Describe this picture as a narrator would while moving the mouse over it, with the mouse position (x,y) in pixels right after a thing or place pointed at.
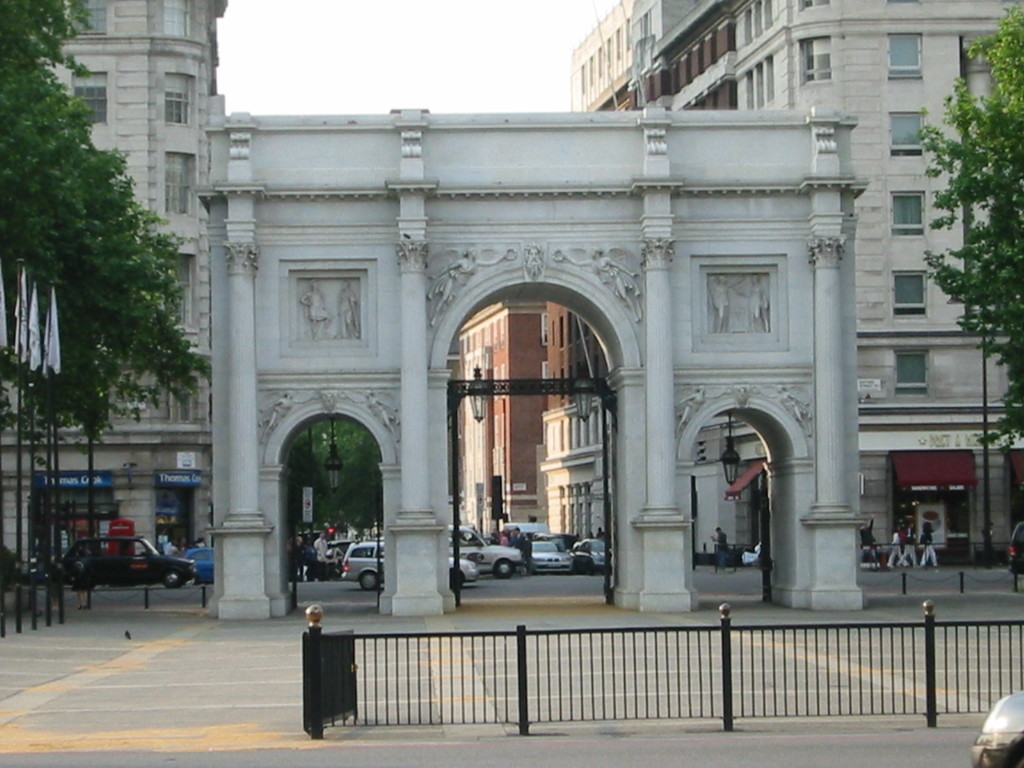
In this image, we can see people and vehicles (496,552) on the road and in the background (67,372), there are flags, poles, trees (89,144), buildings (116,135), lights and some other poles (496,522) and some boards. In the front (367,643), we can see railing (728,666). At the top (450,70), there is sky (440,65) and at the bottom (846,758), there is road (150,677).
